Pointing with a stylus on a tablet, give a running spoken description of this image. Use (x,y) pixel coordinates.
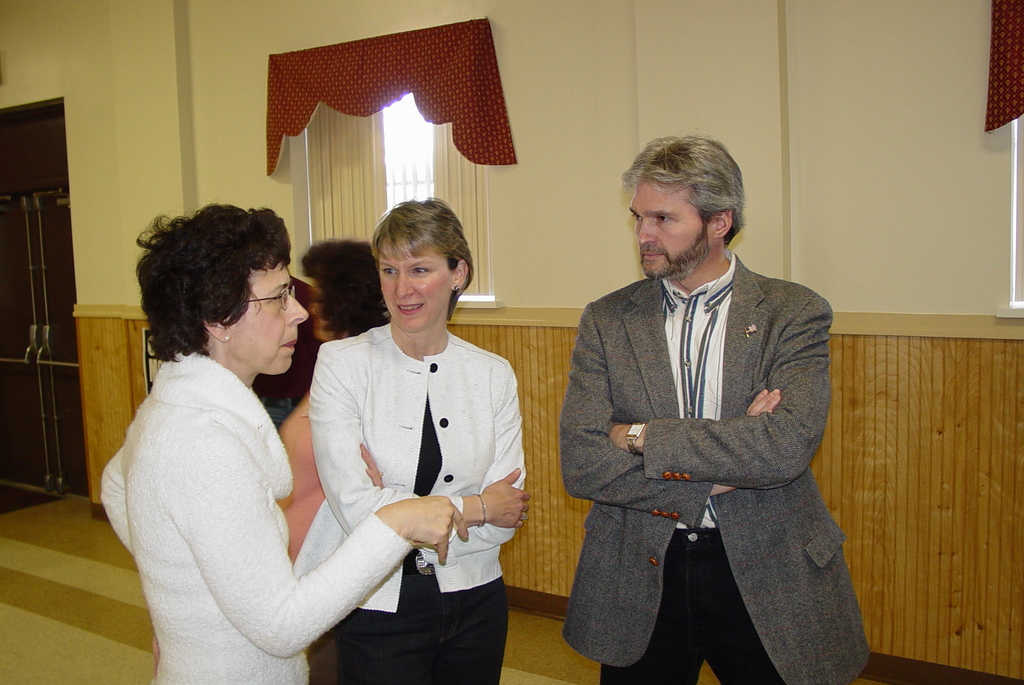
In this image I can see people (419,487) are standing on the floor (536,651). In the background (628,139) I can see a wall (534,200) which has a window (353,214), curtains (377,215) and doors (48,388). The man (723,545) on the right side (688,474) is wearing a coat (703,447), pin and a watch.
